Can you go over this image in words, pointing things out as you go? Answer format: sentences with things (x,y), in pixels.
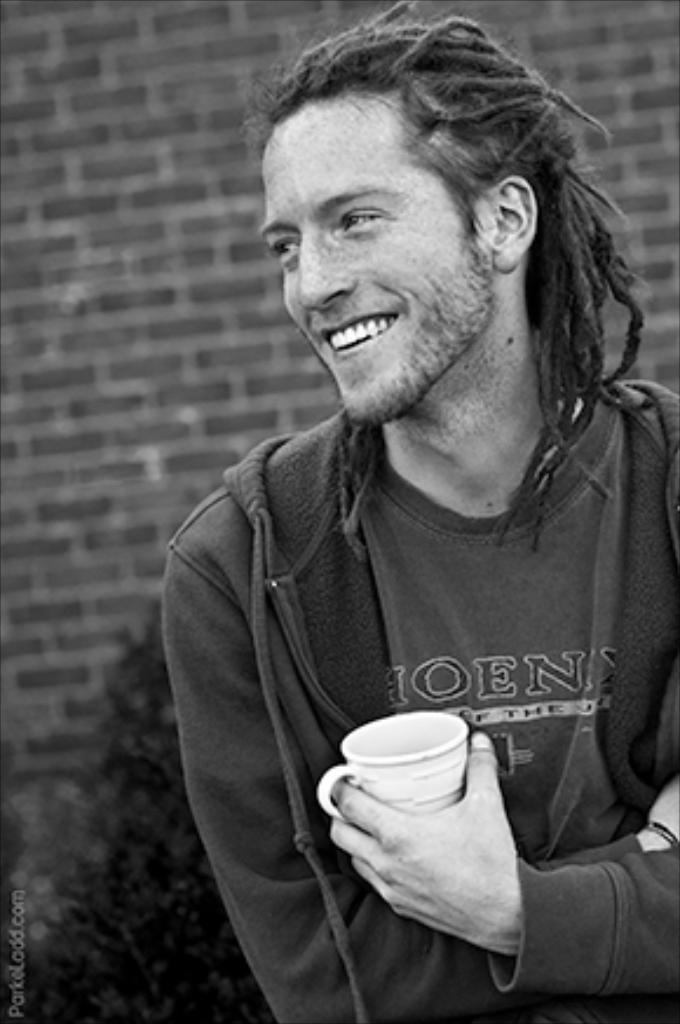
In this image there is a man (510,819) he is smiling, he is holding a cup (417,784), he wear a jacket (312,518) and t shirt (513,624). In background (216,197) there is a wall (178,301) and plants (116,958).
